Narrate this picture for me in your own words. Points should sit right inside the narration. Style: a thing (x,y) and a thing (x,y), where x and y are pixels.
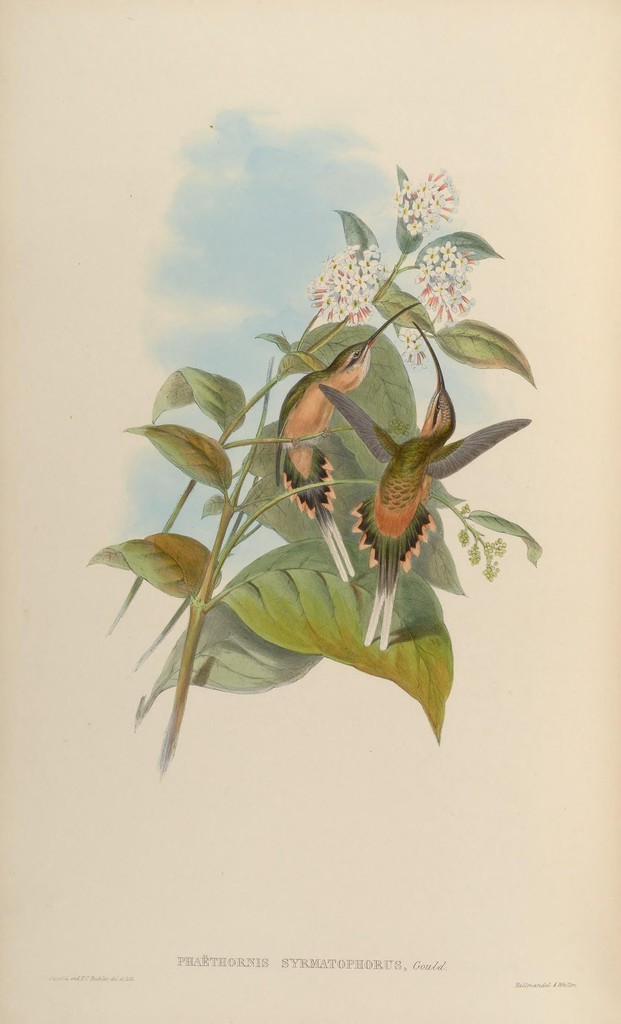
In this image we can see painting (309,451) of birds (321,479) and stems (199,608) with leaves (276,590) and flowers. Also there is text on the image.
